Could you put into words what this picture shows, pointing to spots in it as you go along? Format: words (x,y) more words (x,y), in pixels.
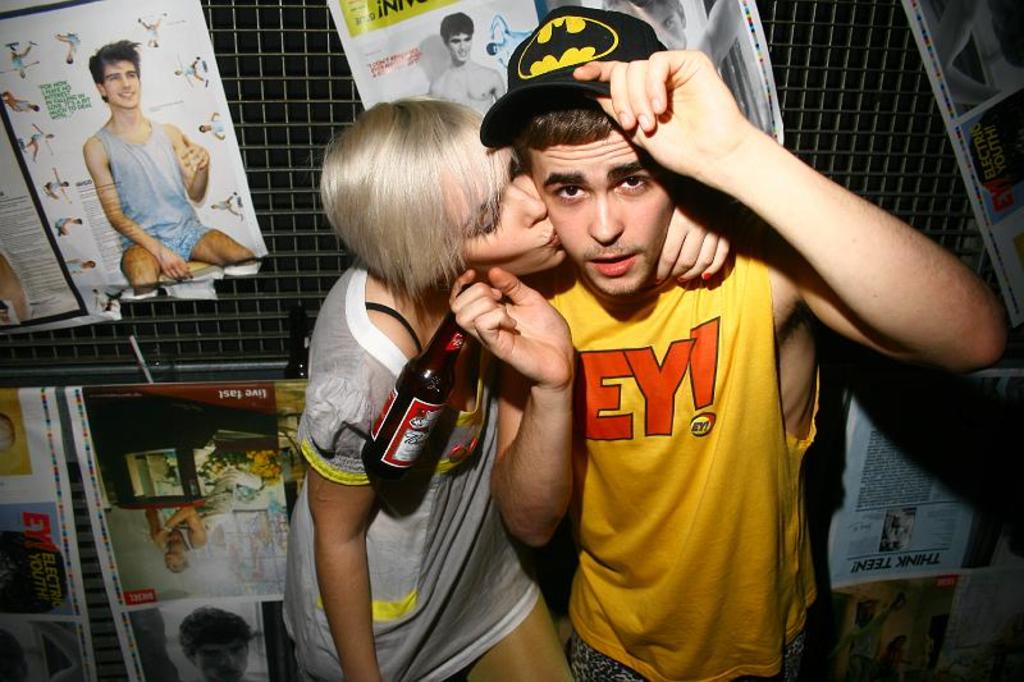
Here we can see a woman (399,611) and a man (576,306). He is holding a bottle (425,388) with his hand (482,334) and he wear a cap (514,100). On the background (282,170) there is a fence (318,180) and these are the posters (188,127).
